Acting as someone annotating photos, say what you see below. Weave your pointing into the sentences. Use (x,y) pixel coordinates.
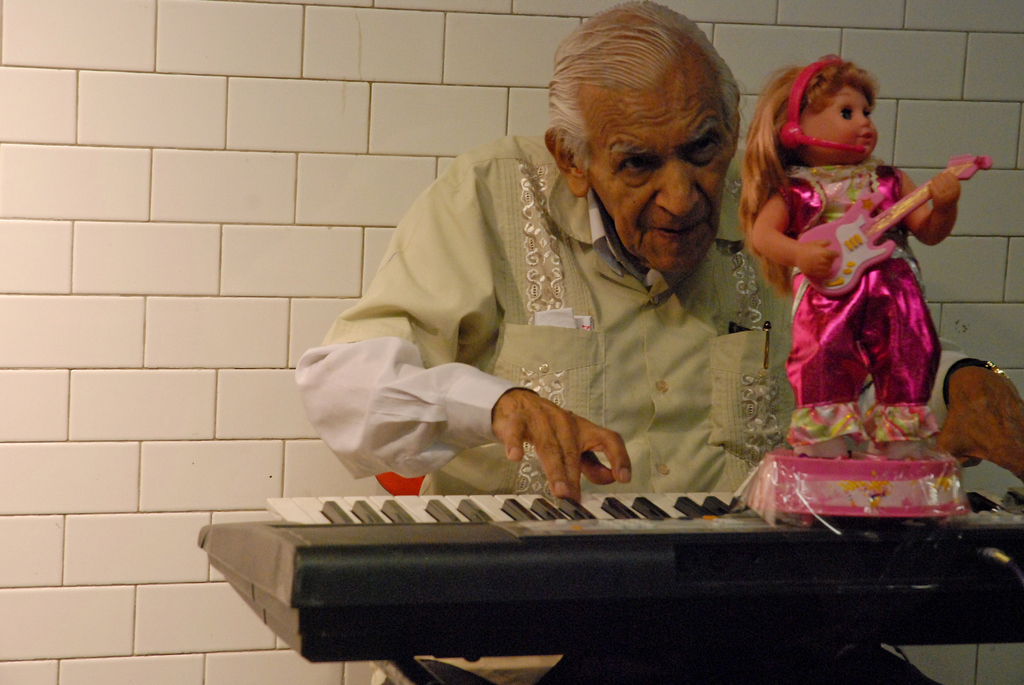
In this picture I can see there is a old man (725,372) sitting and playing the piano (562,556) and he is wearing a cream shirt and there is a pen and few papers (561,319) in his pocket (557,334). There is a doll (895,377) placed on the piano (484,515) and it is wearing a pink dress (848,187) and playing the guitar (864,256). There is a wall (190,312) in the backdrop (202,282) and it is made of tiles (229,498).
